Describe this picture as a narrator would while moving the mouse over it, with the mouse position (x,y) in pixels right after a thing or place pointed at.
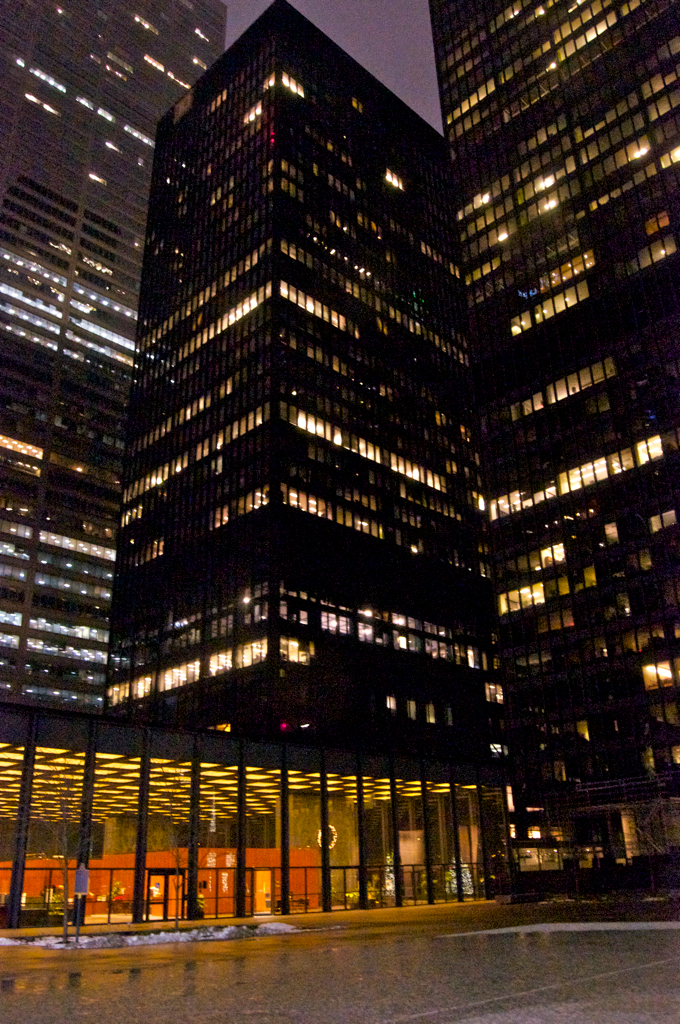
In this picture we can see few buildings (399,304) and lights (540,495).
